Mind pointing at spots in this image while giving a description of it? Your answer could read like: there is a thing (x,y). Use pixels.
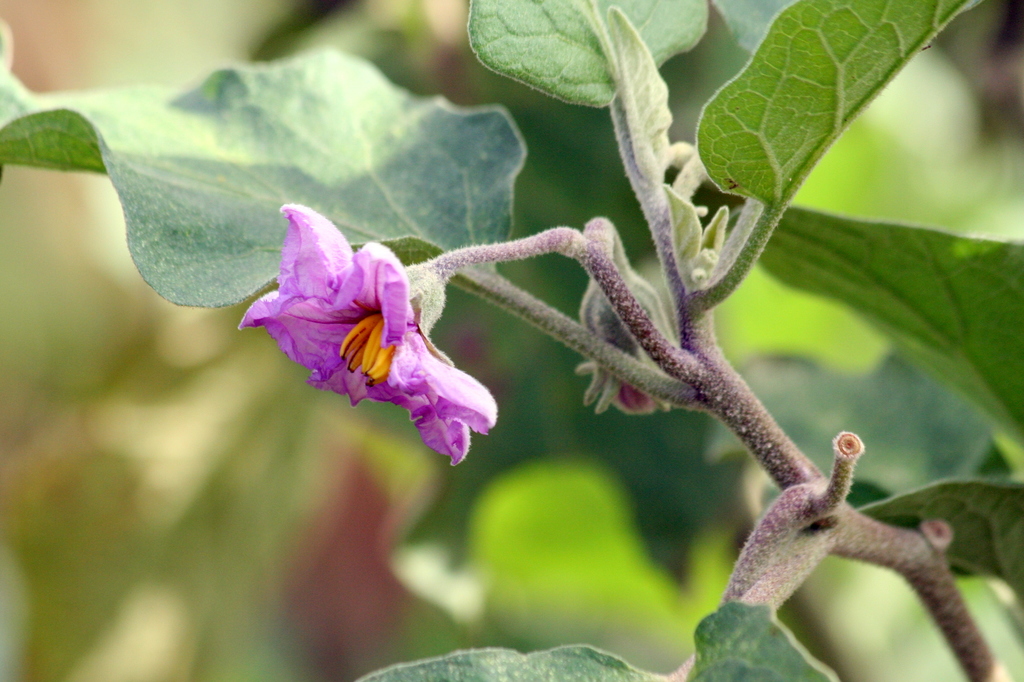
This image is taken outdoors. In the background (283,568) there are a few plants (299,575). On the right side of the image (927,302) there is a plant (801,219) with green leaves (789,85) and a purple color flower (331,321).
